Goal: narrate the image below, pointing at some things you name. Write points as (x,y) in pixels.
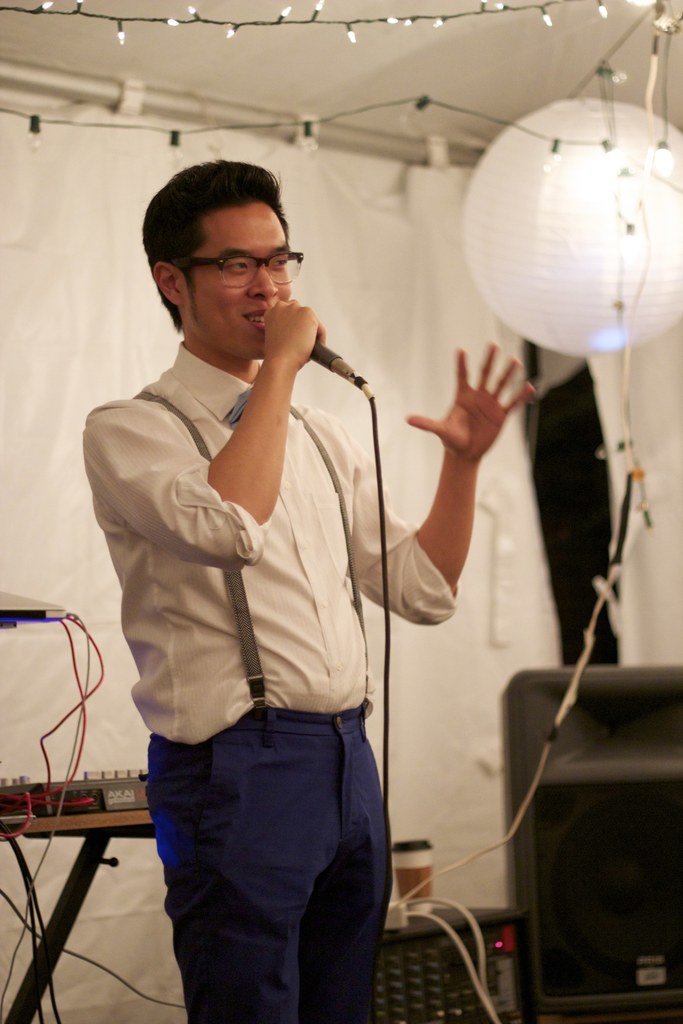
In this picture we can see a man (287,855) wearing white shirt (320,676) and blue pant (277,860) is singing holding the microphone (344,375) in his hand (301,334). Behind we can see the white curtains (58,493) and lighting strip (354,36) and a light ball (505,278) on the right side (630,310). Front bottom we can see the speakers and some music instruments (441,968).
